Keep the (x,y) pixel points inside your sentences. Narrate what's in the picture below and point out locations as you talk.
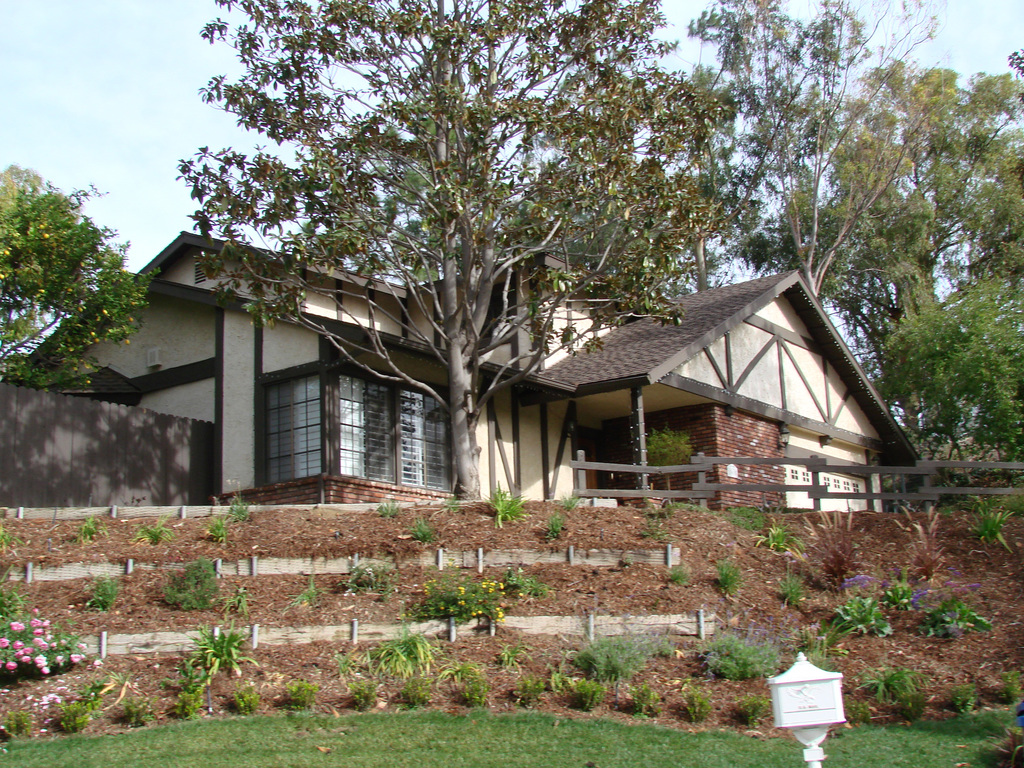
In the center of the image (398,460) we can see a building (386,448) and a tree (451,250). On the right side of the image (966,489) we can see a fence (982,490). In the foreground (829,707) we can see a pole (837,697). In the background (989,311), we can see trees (886,285) and the sky (67,94).
